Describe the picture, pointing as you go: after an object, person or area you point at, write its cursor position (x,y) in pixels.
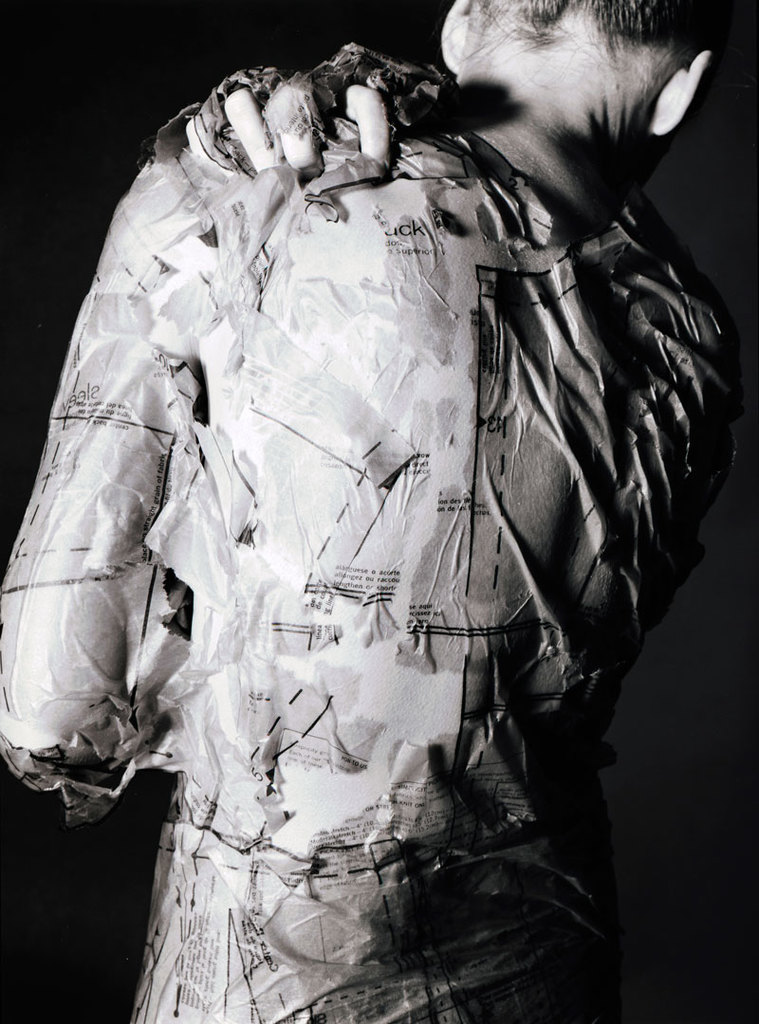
In this picture there is a person (234,306) standing and there are paper pieces (196,923) on the person (446,871). At the back (155,81) there is a black background (58,115).
